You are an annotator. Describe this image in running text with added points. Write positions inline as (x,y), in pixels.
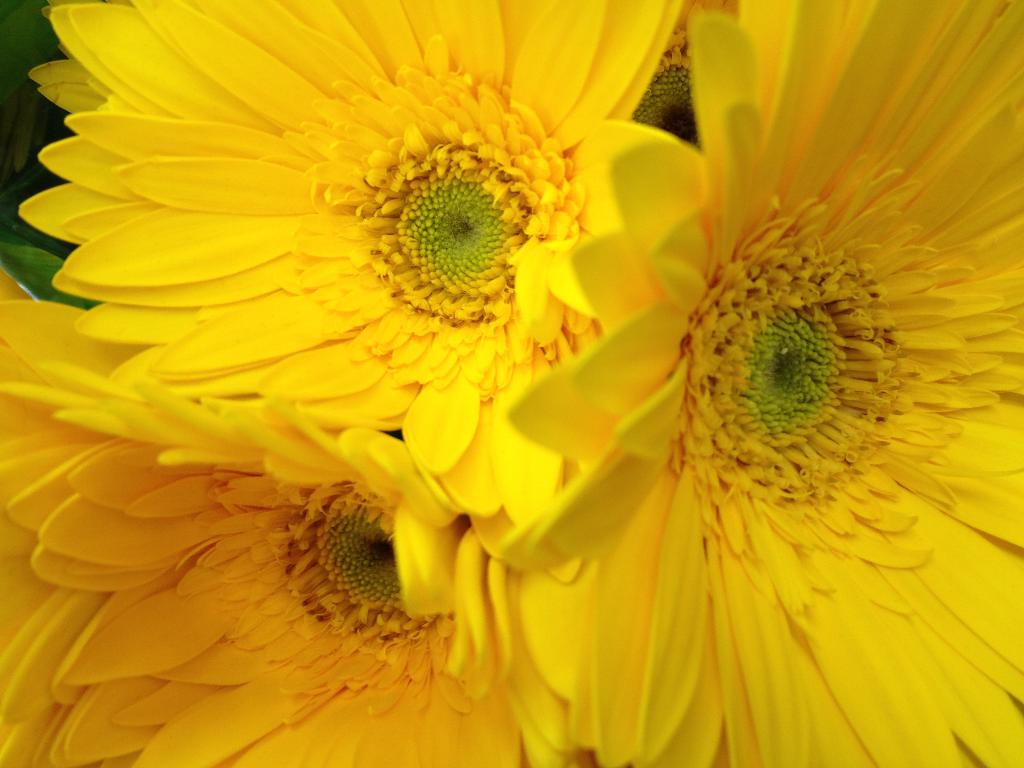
As we can see in the image there are yellow color flowers (463,427).
